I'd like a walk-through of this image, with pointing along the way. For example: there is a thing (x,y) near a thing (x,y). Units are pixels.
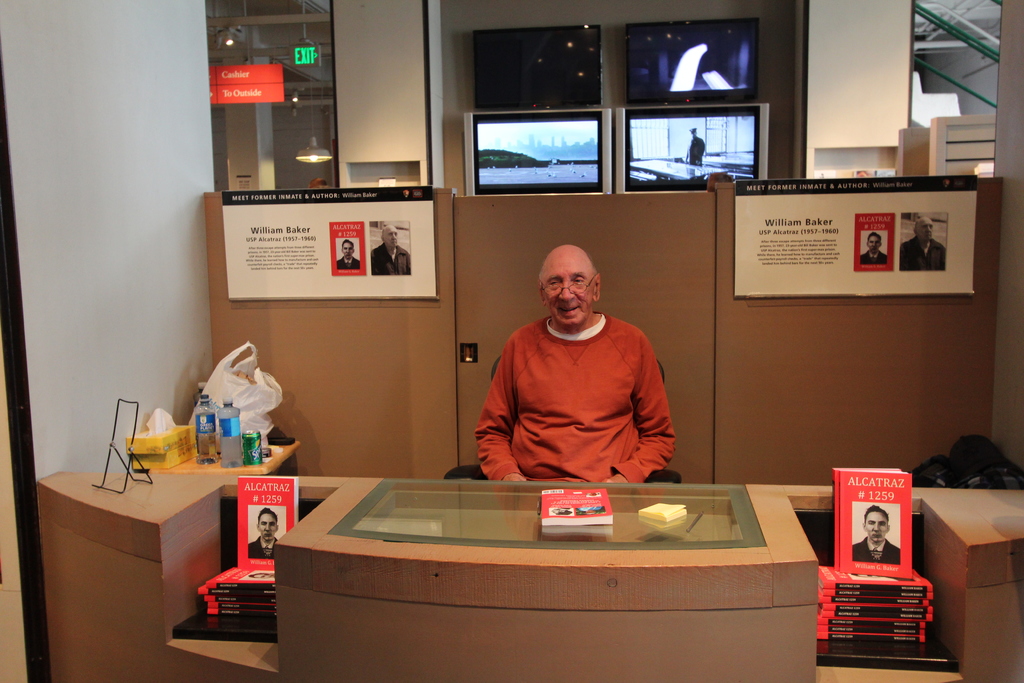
In this picture we can see a man (638,397) who is sitting on the chair (669,470). This is table (409,557). On the table (450,543) there are books (882,609), bottles (198,417), boxes (194,439), and a tin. On the background (541,220) there are screens (520,147) and this is door (517,236). Here we can see some posters (832,233).
